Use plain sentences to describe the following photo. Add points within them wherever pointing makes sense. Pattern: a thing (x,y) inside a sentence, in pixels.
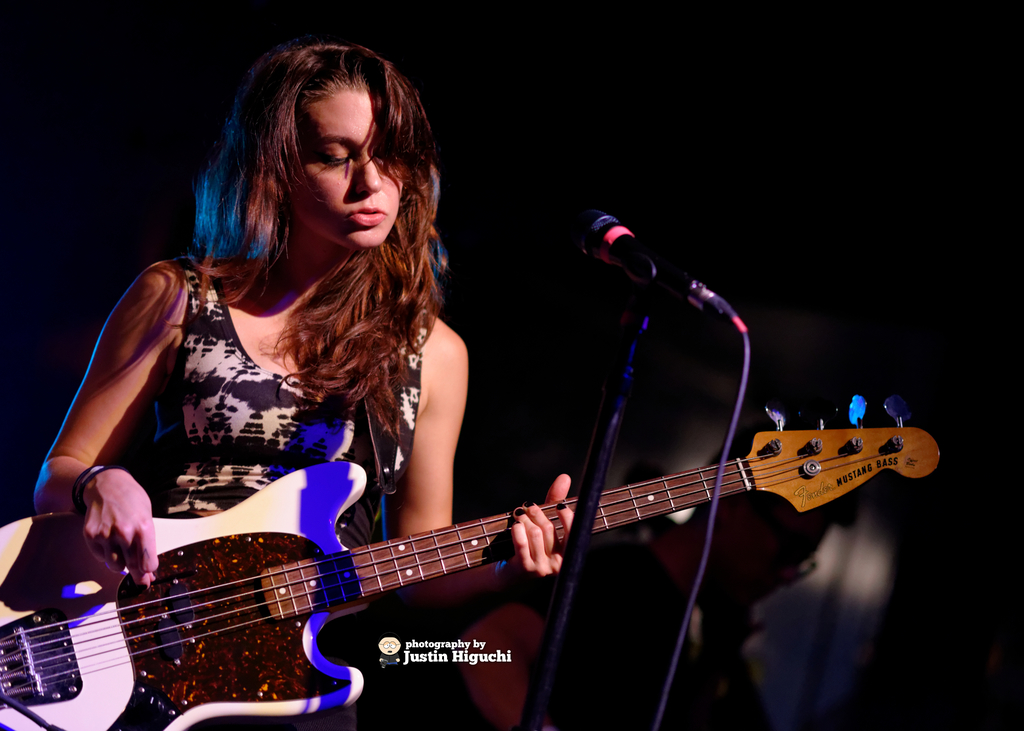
In this picture we can see a woman (127,470) who is playing guitar (444,571). This is mike (616,232). And even we can see a person (728,600) here.
